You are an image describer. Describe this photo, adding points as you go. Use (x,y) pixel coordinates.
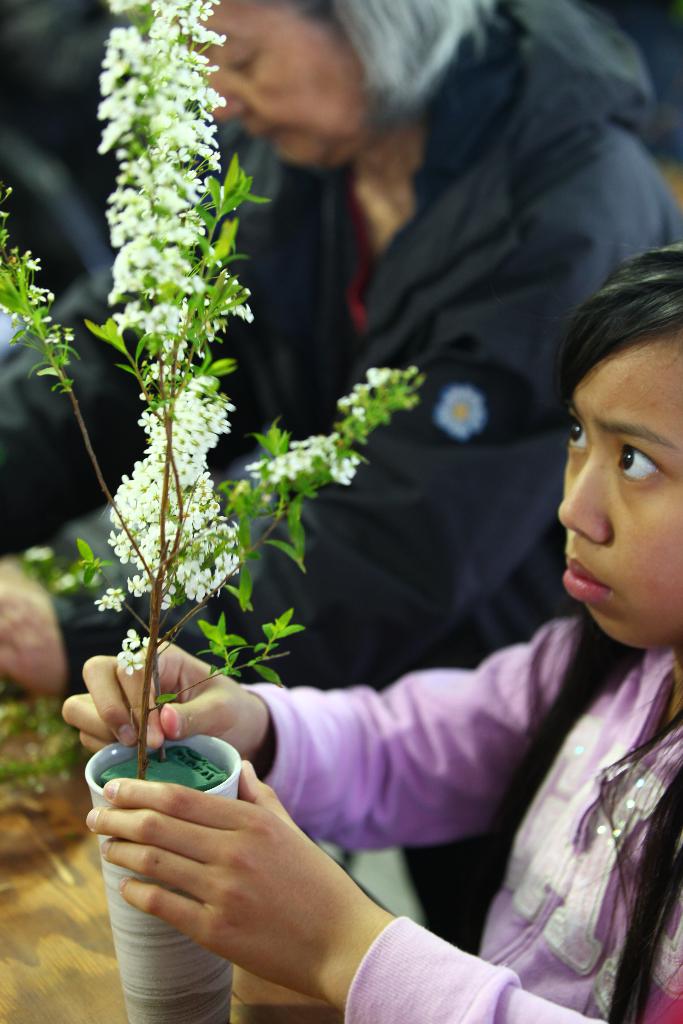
In this image I can see a girl (594,702) wearing pink jacket (528,1013) is holding a vase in which there is a plant (240,295) which is green and white in color. In the background (339,559) I can see another woman (426,239) wearing blue colored jacket (467,223).
